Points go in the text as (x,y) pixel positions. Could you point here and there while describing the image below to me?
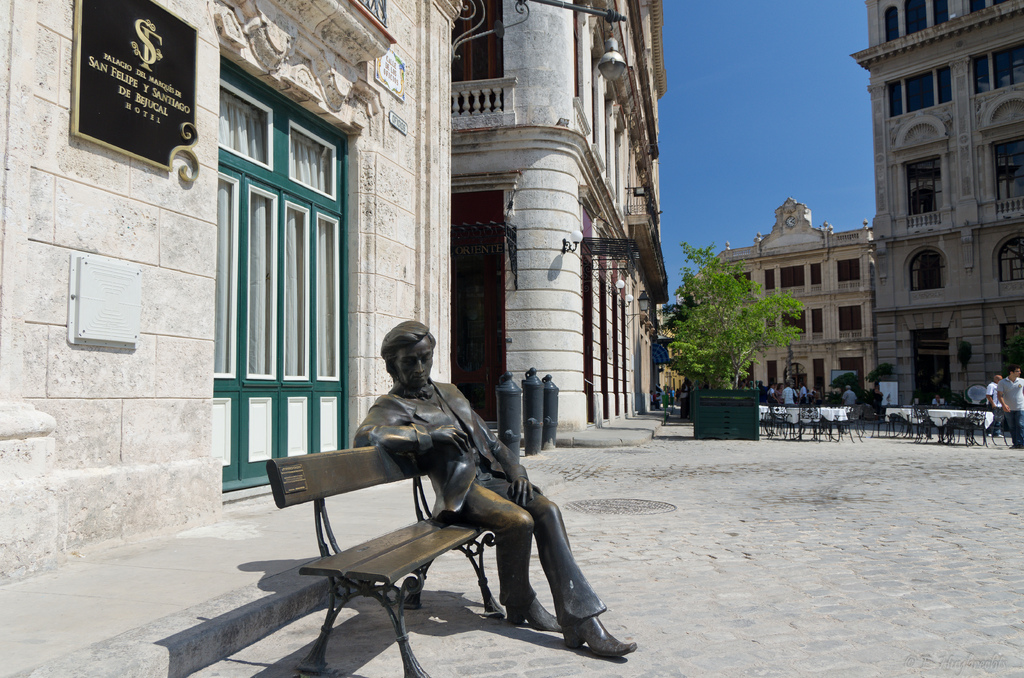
In this image i can see a statue (465,477) sitting on the bench (393,539) at left (110,417) there is a wall (100,174), a board (128,150) and a window (270,145) in green color at the back ground (715,318) i can see a tree (708,301), a sky (793,88) few other persons (1016,397) walking on the road (487,569).
